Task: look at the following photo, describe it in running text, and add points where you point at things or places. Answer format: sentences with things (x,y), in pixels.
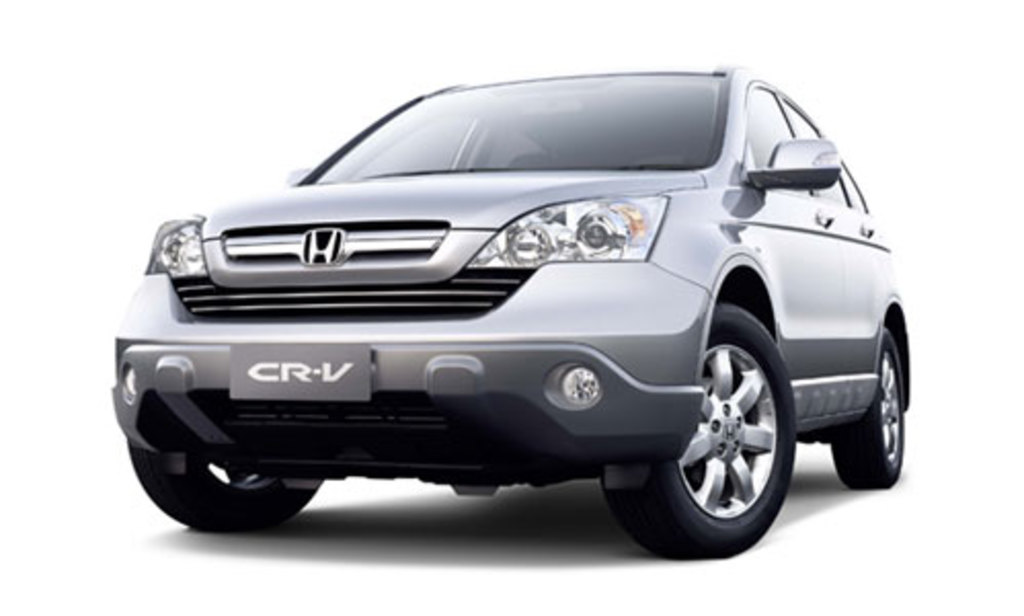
In the center of the picture (620,367) there is a car (395,375). The picture has white surface (930,539) and background (25,348).
